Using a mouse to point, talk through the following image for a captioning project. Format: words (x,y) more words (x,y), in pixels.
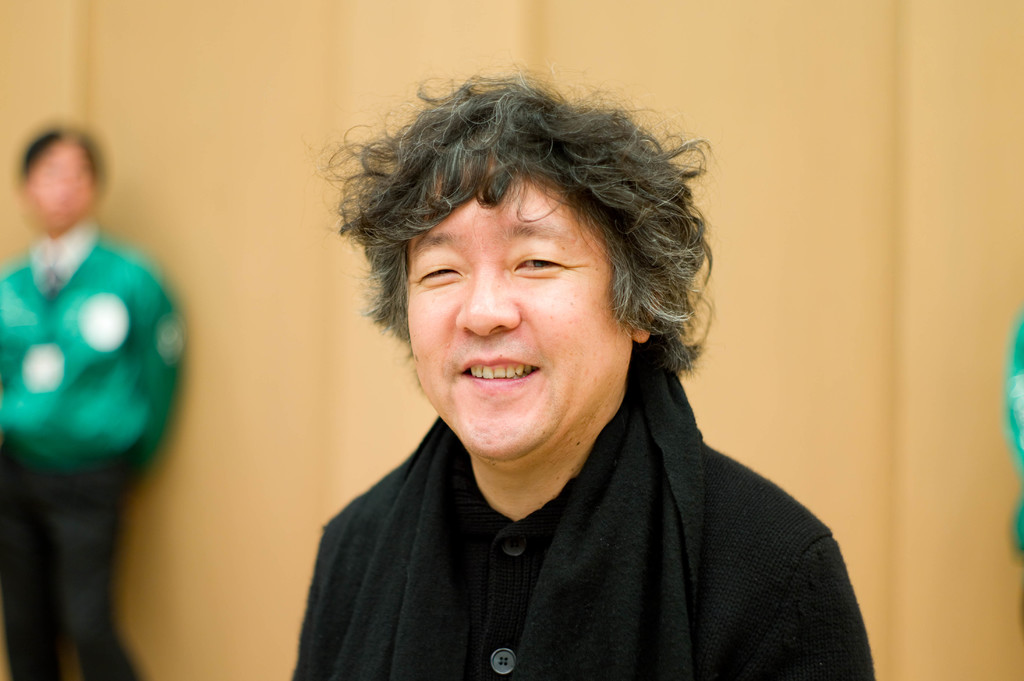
In the center of the image (622,447) we can see a person (595,467) wearing a black dress (520,567). On the left (59,595) there is a man (104,348) standing. In the background (336,88) there is a wall (289,291).
